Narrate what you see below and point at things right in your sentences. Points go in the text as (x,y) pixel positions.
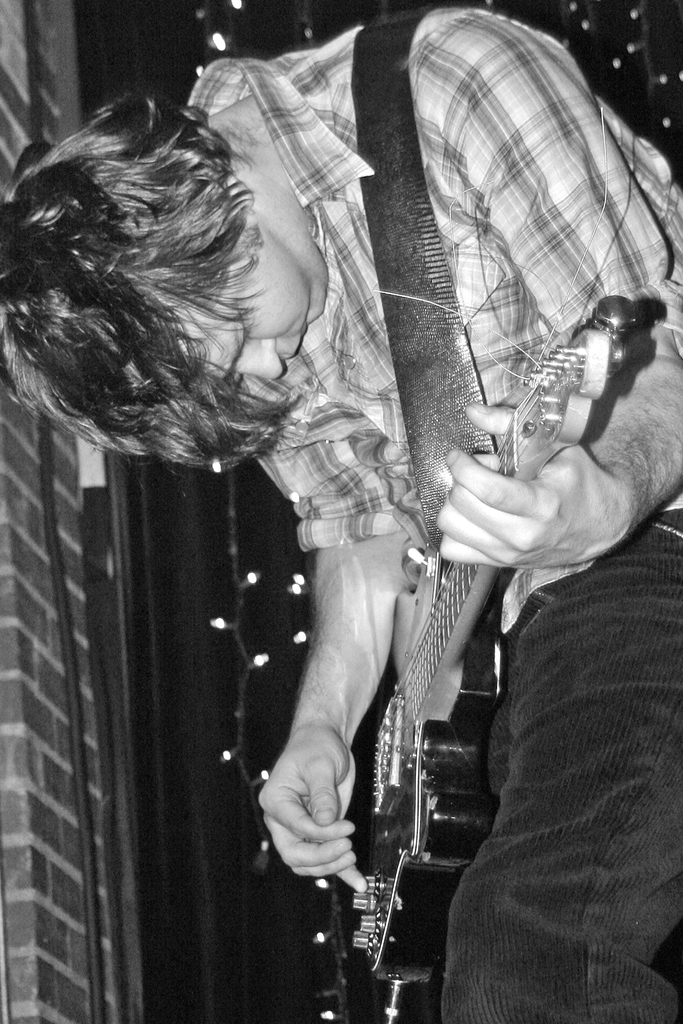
In the image in the center (364,392) we can see one person (656,420) standing and playing guitar (421,563). In the background (53,74) there is wall (15,109), wire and string lights (578,2).
